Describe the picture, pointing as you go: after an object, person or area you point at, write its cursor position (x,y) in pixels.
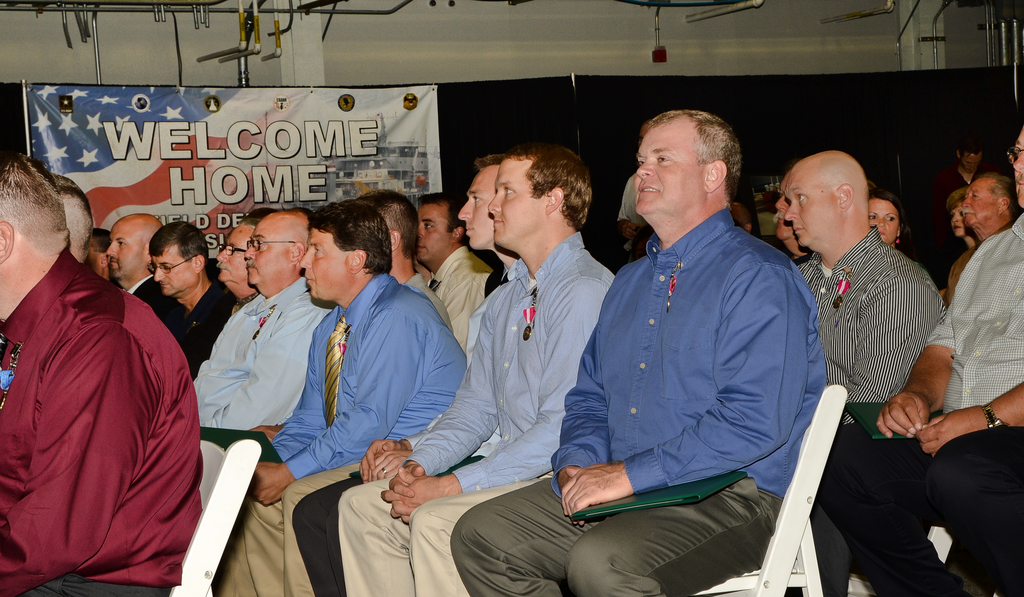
Here a man (652,188) is sitting on the white color chair (757,579), he wore a blue color shirt (741,416). Few other men (525,400) are also sitting on the chairs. In the left side (159,90) it is a banner (348,163).
